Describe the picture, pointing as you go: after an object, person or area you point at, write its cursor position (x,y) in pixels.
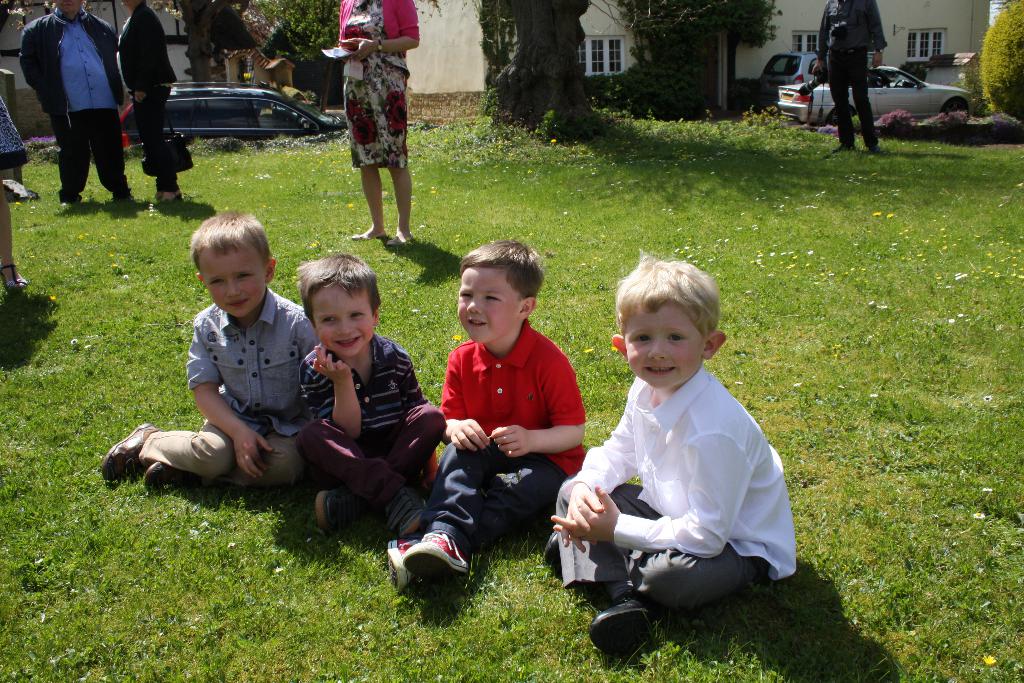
In the picture we can see some children (269,337) are sitting on the grass surface (947,390) and some people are standing and talking, in the background (895,104), we can see cars (892,90) on the path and some plants (988,81) and we can also see a house building (605,21) and some windows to it.
